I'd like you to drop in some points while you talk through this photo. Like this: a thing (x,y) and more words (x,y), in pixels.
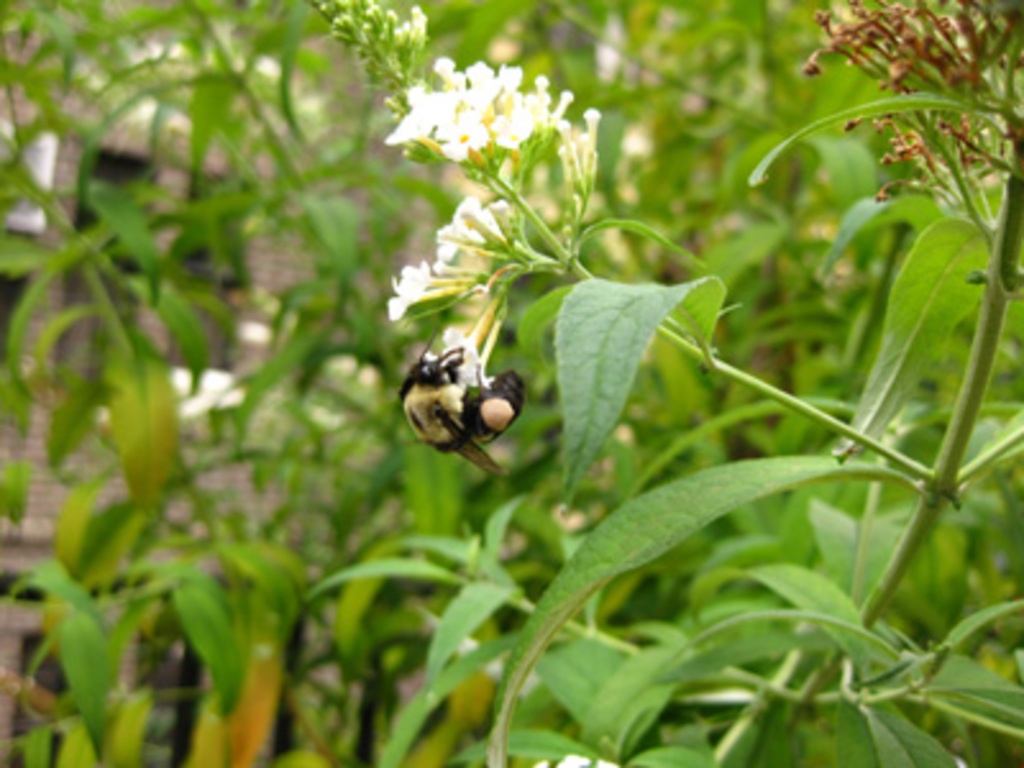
There is a Bee (453,378) on the flowers (506,131) of a plant (866,468) as we can see in the middle of this image (529,337), and there are some other plants (679,111) in the background (290,441).
